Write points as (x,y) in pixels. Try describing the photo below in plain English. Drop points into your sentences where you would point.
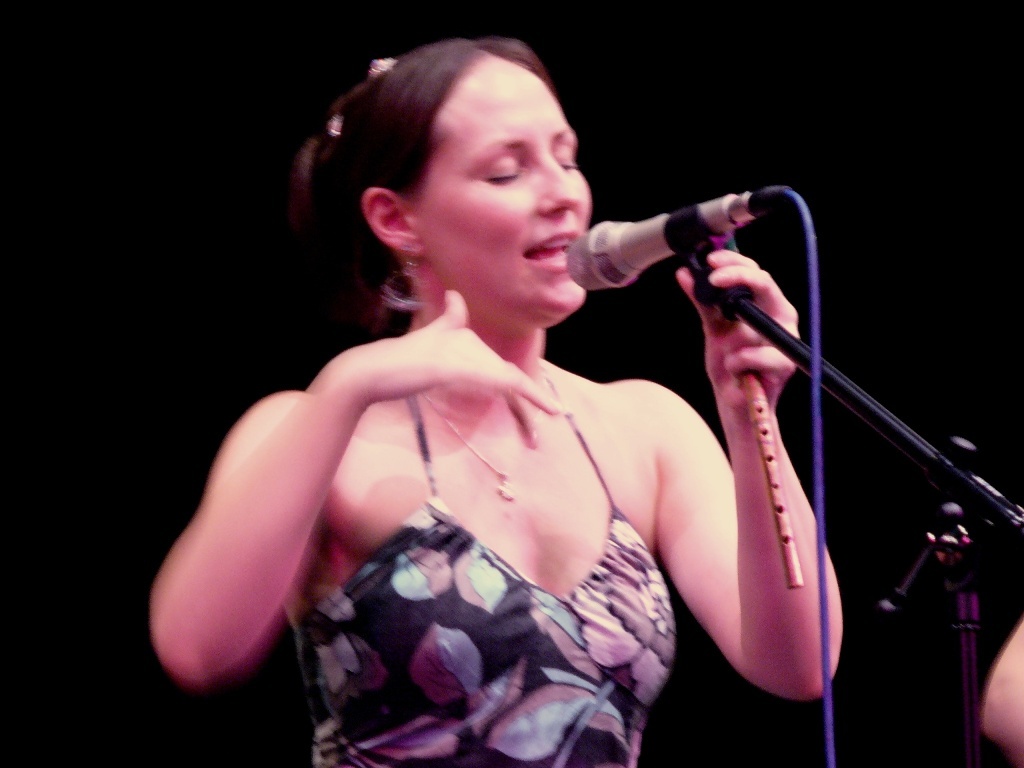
In this picture we see a woman (714,524) singing with the help of a microphone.
